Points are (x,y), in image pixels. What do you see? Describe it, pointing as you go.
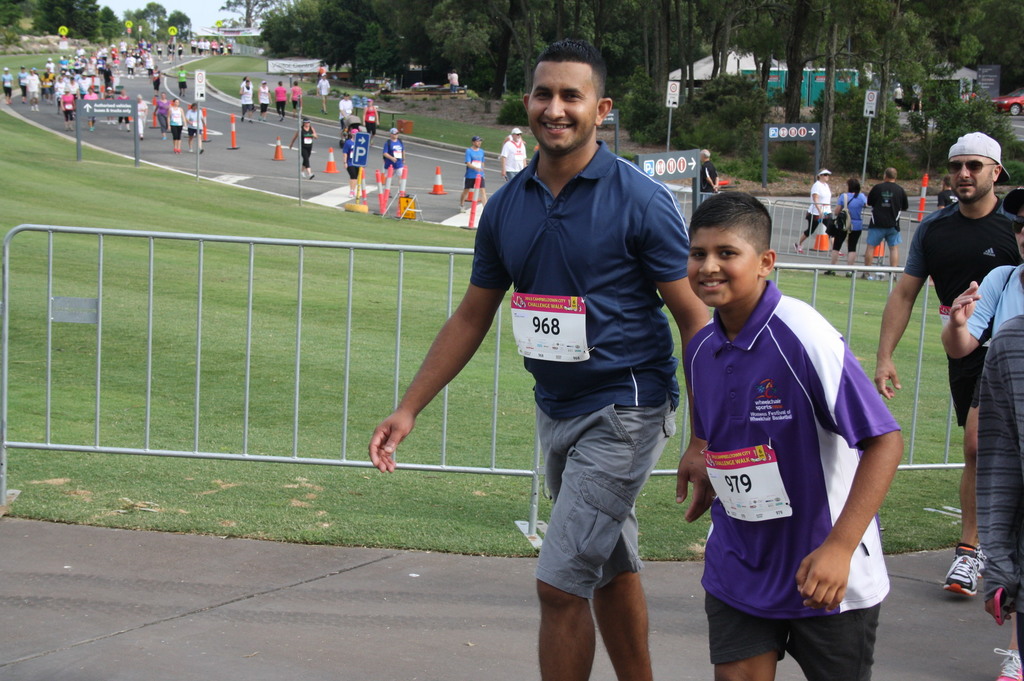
In this image, there are a few people (278,103). We can see the ground (251,167) with some objects (389,199). We can see the fence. We can see some grass (161,332), plants (754,134) and trees (332,37). We can see some poles (300,160) and boards (773,135) with text (790,133) written. There are a few sign boards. We can see some vehicles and the sky (212,22).
